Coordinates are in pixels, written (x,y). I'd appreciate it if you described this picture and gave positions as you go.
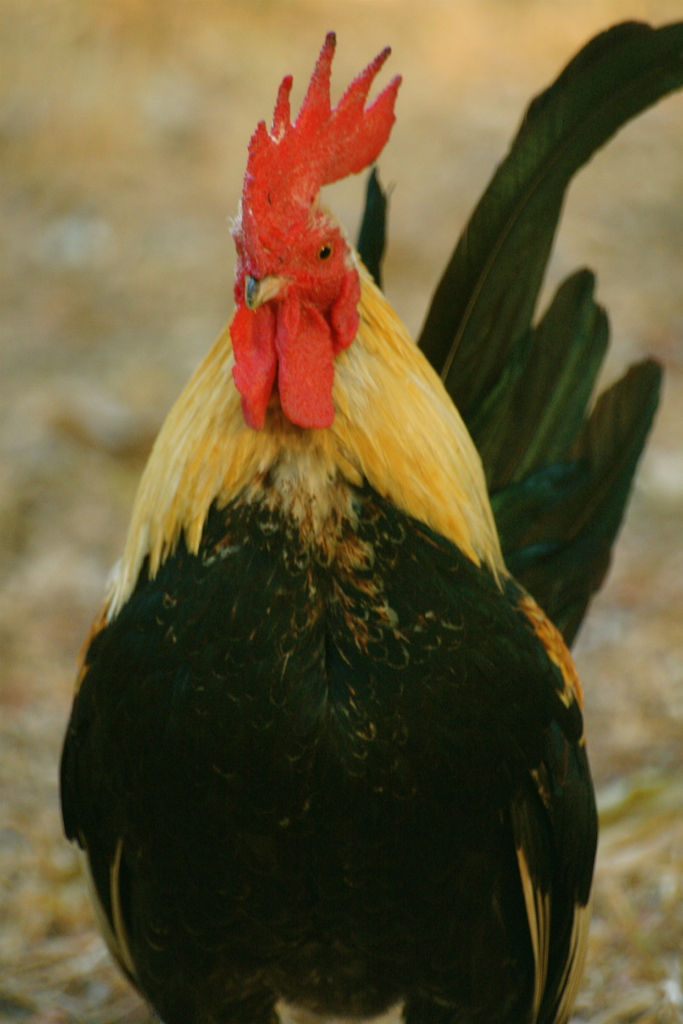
There is one cock (268,636) is present in the middle of this image (295,545).
